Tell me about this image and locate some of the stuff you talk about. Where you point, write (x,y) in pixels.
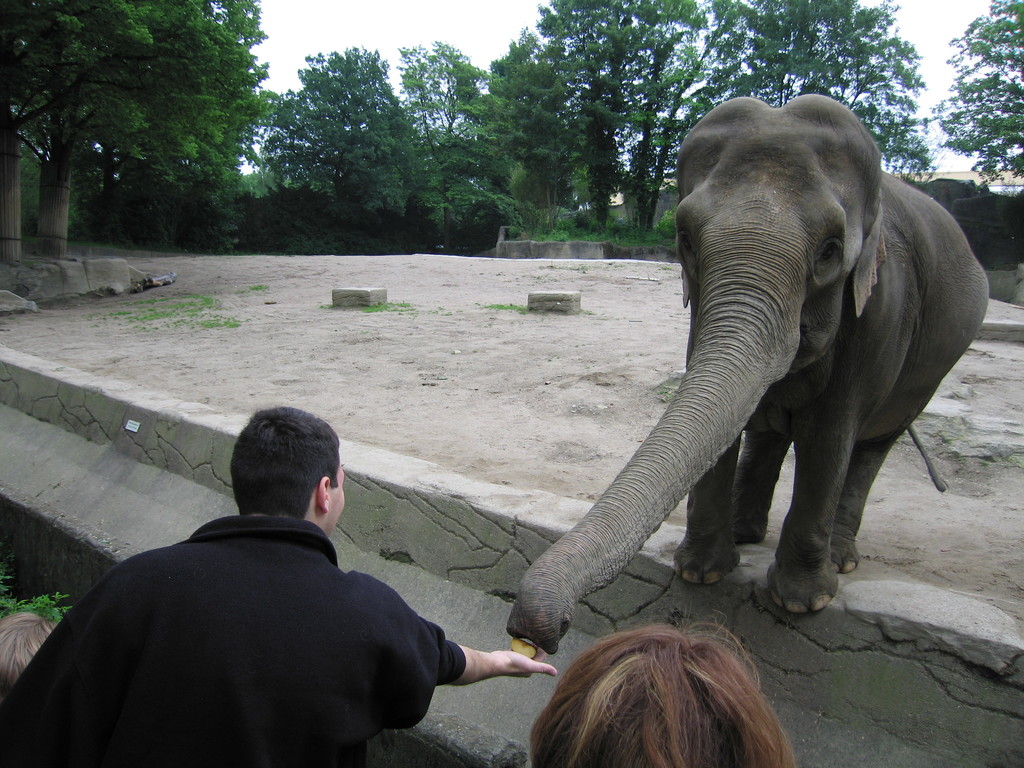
In this picture there is an elephant (536,639) and a person (227,650) in black dress (259,630) feeding it.
